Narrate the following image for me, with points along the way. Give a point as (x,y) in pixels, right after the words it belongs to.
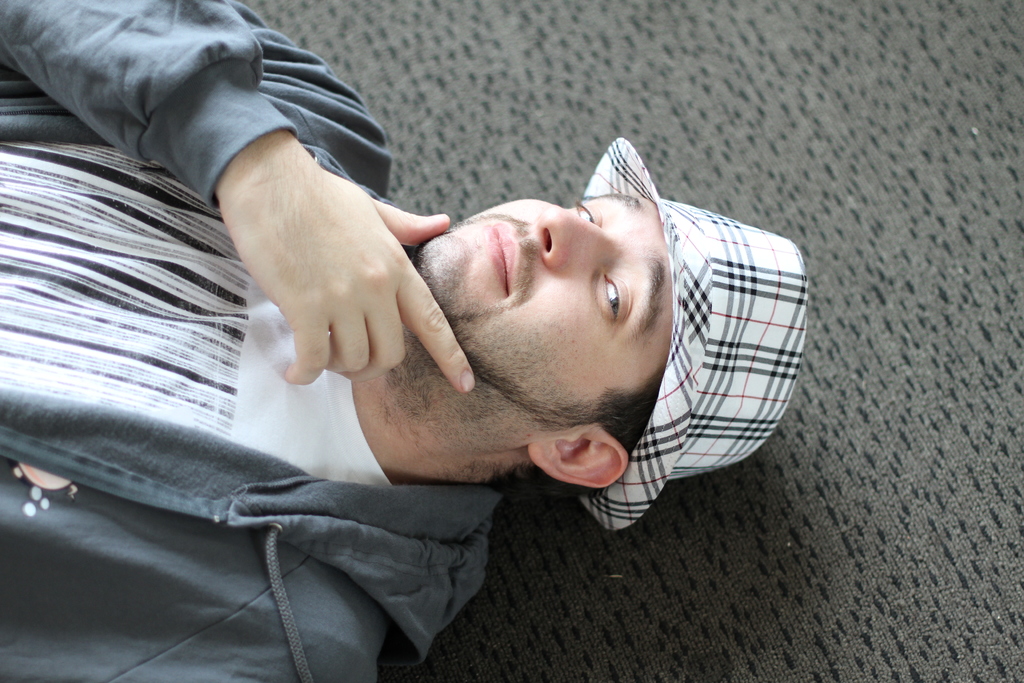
In this image we can see man (358,381) wearing hat (694,333). In the background (839,515) there is a gray color surface (694,145).
